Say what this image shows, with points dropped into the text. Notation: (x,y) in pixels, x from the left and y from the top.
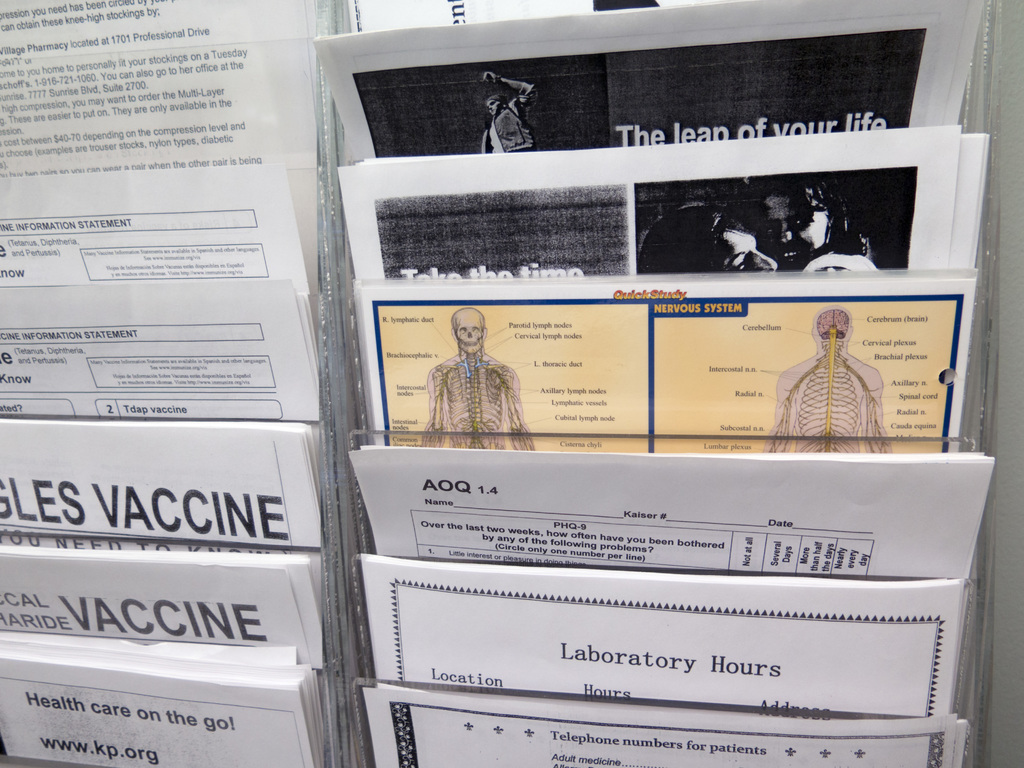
In this picture I can see few printed papers (384,579) with some text (36,114) and pictures (706,188) and it looks like a paper stand (373,758).
